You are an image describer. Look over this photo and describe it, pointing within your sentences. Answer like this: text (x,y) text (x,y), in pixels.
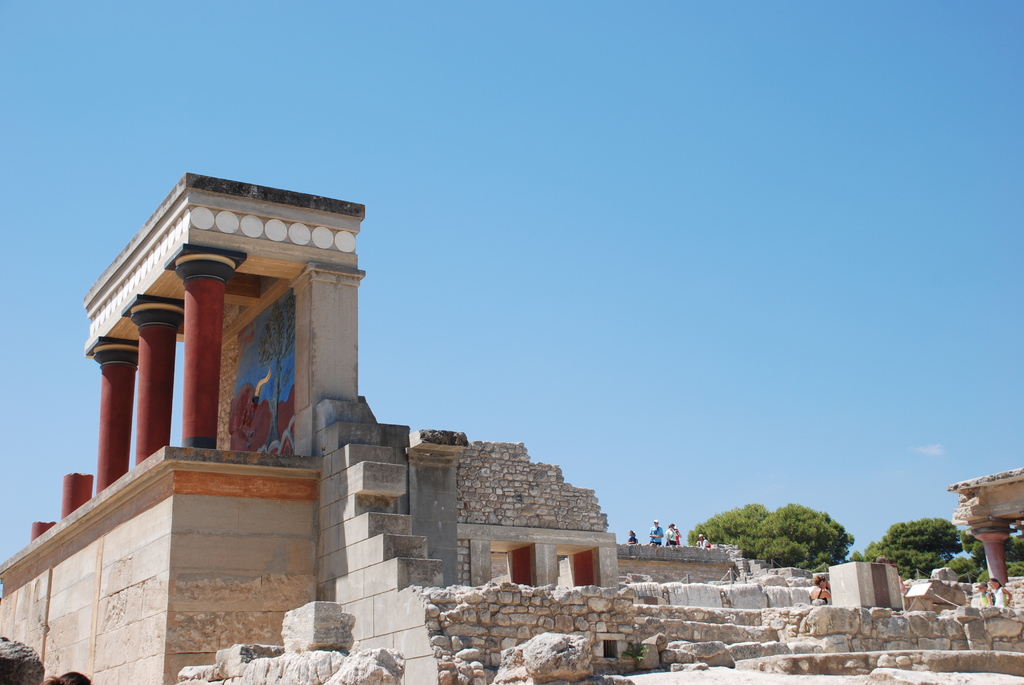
In this picture there are people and we can see an ancient architecture (461,523), pillars (1002,536), rocks (941,592) and trees (808,547). In the background of the image (862,372) we can see the sky (822,352).
